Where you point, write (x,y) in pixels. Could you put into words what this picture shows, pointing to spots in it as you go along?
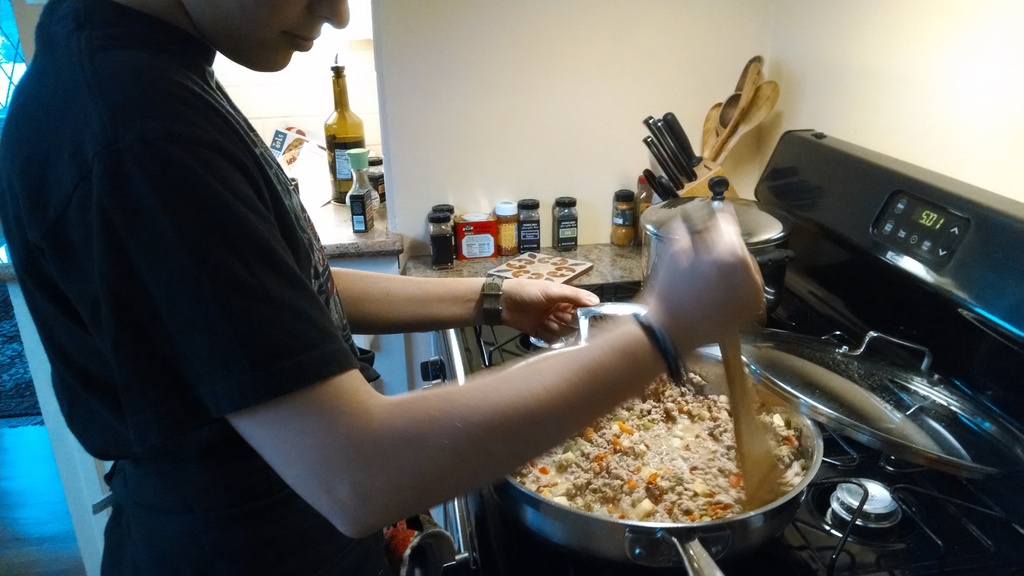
In the given picture, we can see the person (636,372) standing, cooking the food (684,446) in the pan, after that we can see the gas stove (1003,568), next we can see the utensils (729,122) and a few jars (376,183).
